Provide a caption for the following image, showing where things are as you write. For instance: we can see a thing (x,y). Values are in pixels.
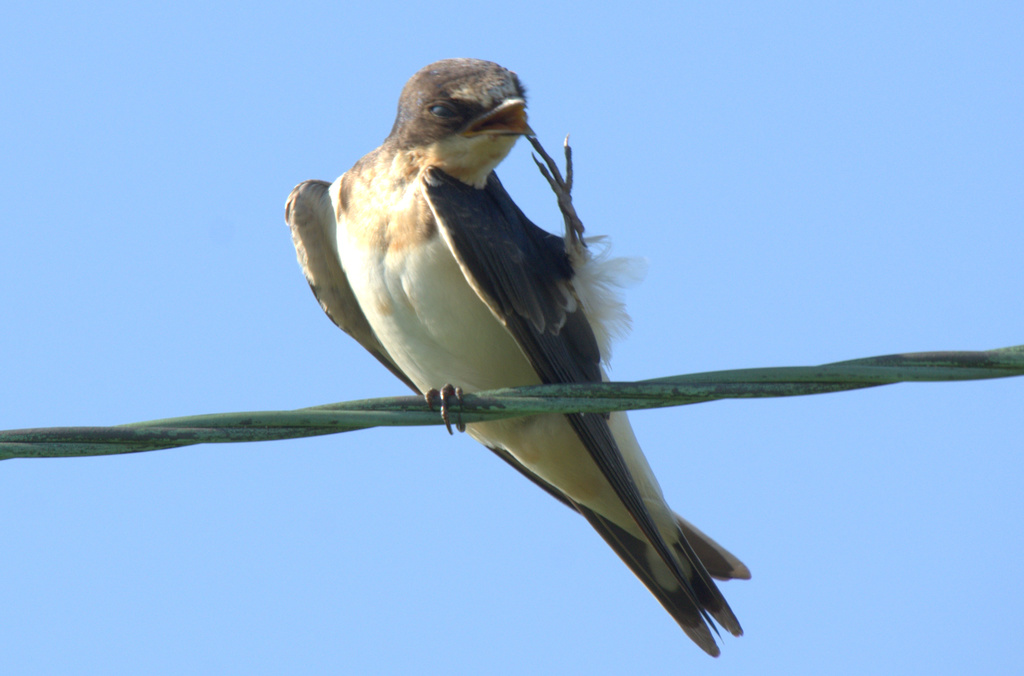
In this image, at the middle (536,376) there is a bird (548,379) sitting on a cable (655,386), at the background (180,407) there is a blue color sky (191,221).
